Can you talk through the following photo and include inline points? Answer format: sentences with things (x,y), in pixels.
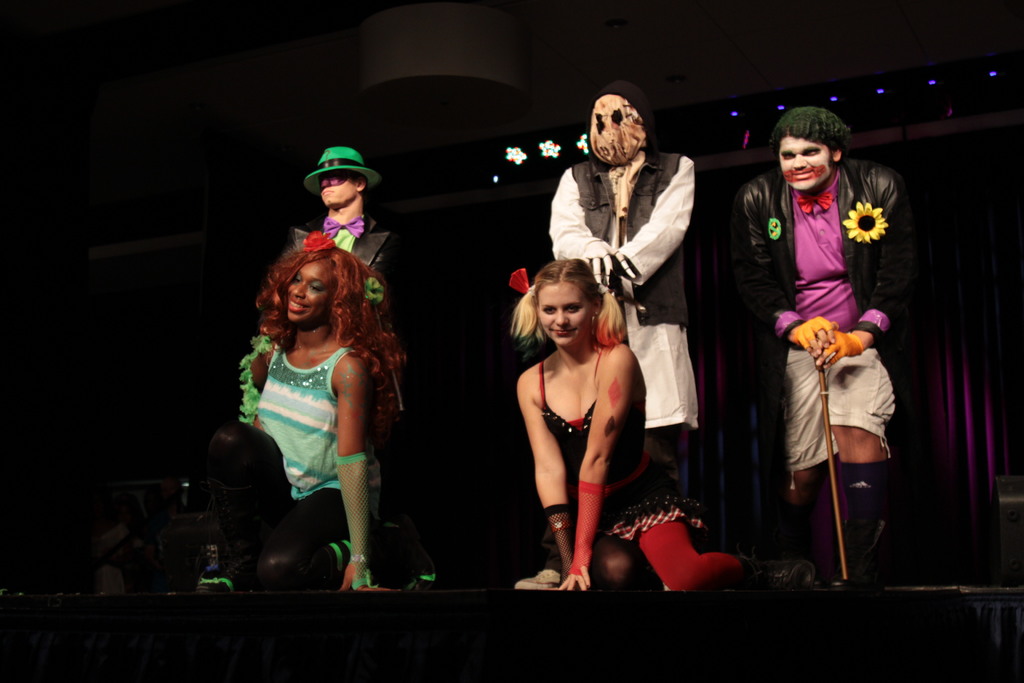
In this image we can see two women (555,330) smiling and three men (583,206) standing and these five people (797,296) are performing on the stage (387,603). In the background (955,402) we can see the curtain (986,437). We can also see the lights (513,159) to the ceiling (597,57).
